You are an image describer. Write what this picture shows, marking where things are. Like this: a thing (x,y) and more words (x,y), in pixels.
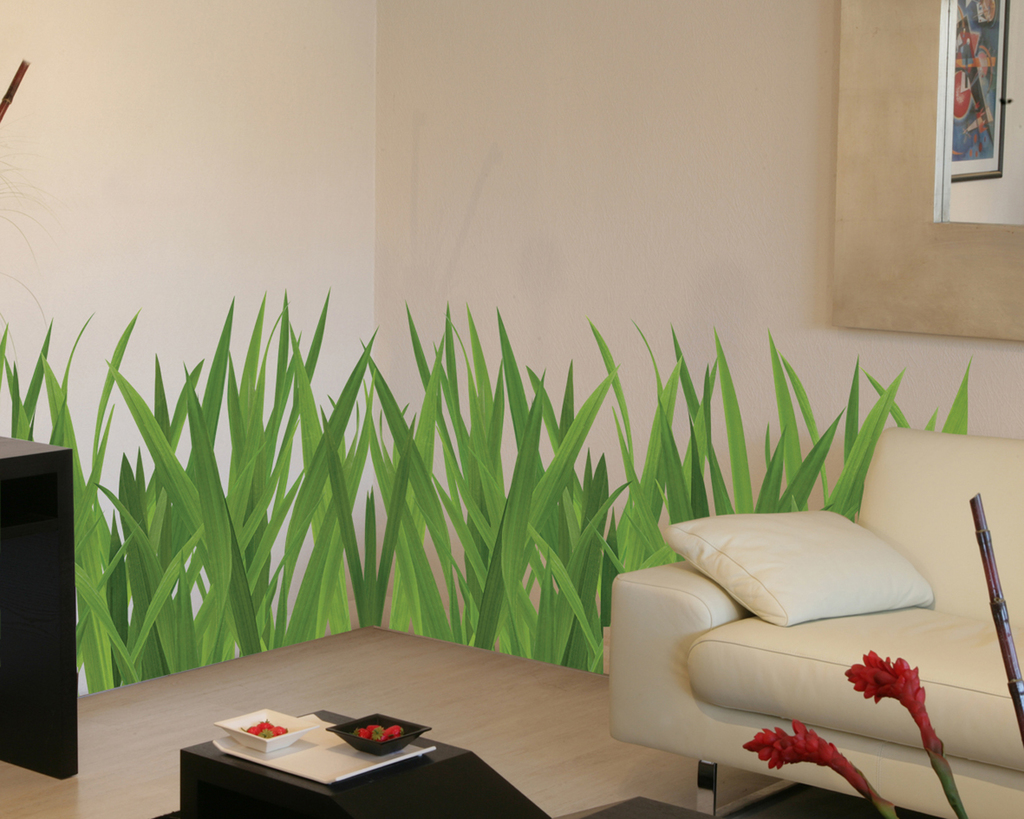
This picture is clicked inside a room (580,190). There is a couch (940,621) to the right corner of the image (934,626). In front of there is table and plates (310,739) are placed on it. In the background (293,378) there is wall (215,174) and on the wall (223,296) there is painting (519,501) of grass (342,530). To the left corner of the image (12,469) there is table (24,458). There is a opening (947,191) on the wall (617,166) through it we can see a picture frame (985,98) on the wall (1006,164) in the other room (972,162).
